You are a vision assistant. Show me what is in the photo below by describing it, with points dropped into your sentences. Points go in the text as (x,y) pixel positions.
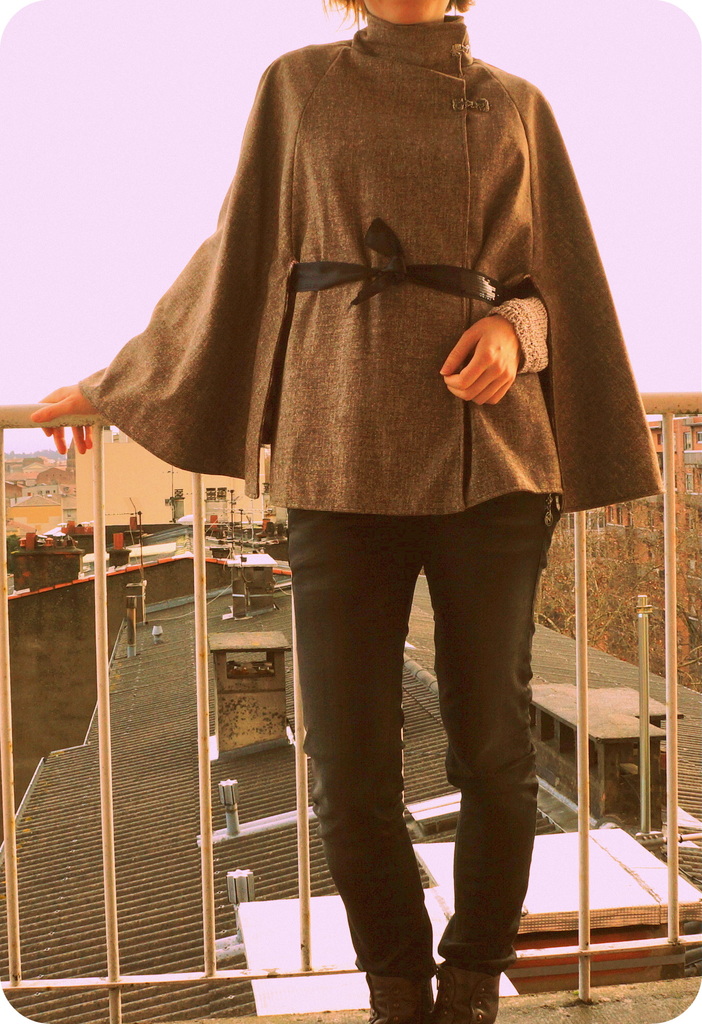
In the middle of this image (435,344), there is a woman (442,325) in a brown color jacket (426,242), standing and holding a fence (63,424) with a hand (78,448). In the background (132,767), there are trees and buildings (132,767) on the ground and there is a sky (327,15).
